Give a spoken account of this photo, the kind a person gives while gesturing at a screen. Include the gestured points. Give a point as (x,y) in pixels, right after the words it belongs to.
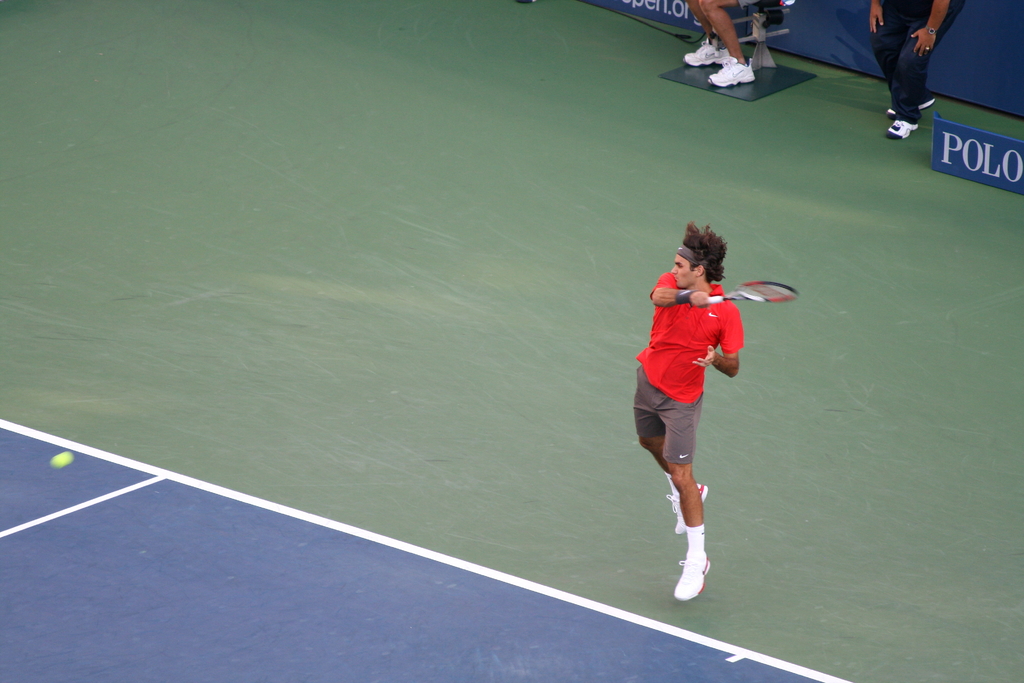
In this image in the center (671,427) there is a man (661,382) playing holding a racket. In the background (727,37) there are persons (915,41) and there are banners (940,133) with some text (949,143) written on it. On the left side (71,463) there is a ball (57,463) which is green in colour.
